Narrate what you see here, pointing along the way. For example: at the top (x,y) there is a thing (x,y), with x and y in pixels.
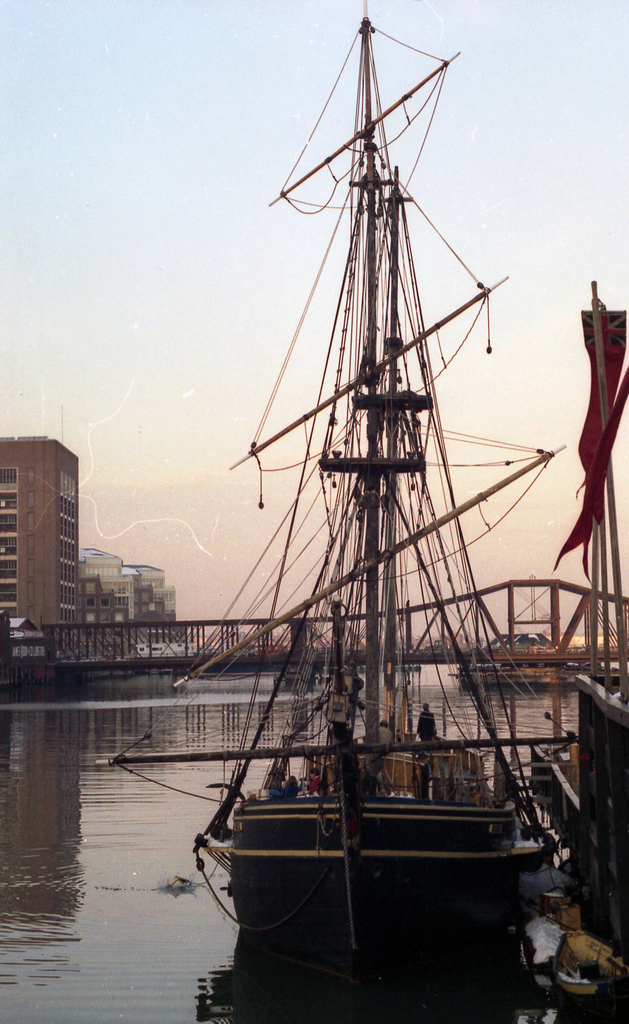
The image might be taken in a shipyard (444,694). In the foreground of the picture (418,718) there is a boat (338,876) and dock (591,754). In the middle of the picture (307,622) there are buildings (42,613) and a bridge (260,656). In this picture there is a water body (196,686). In the background (179,275) we can see sky (226,498).
